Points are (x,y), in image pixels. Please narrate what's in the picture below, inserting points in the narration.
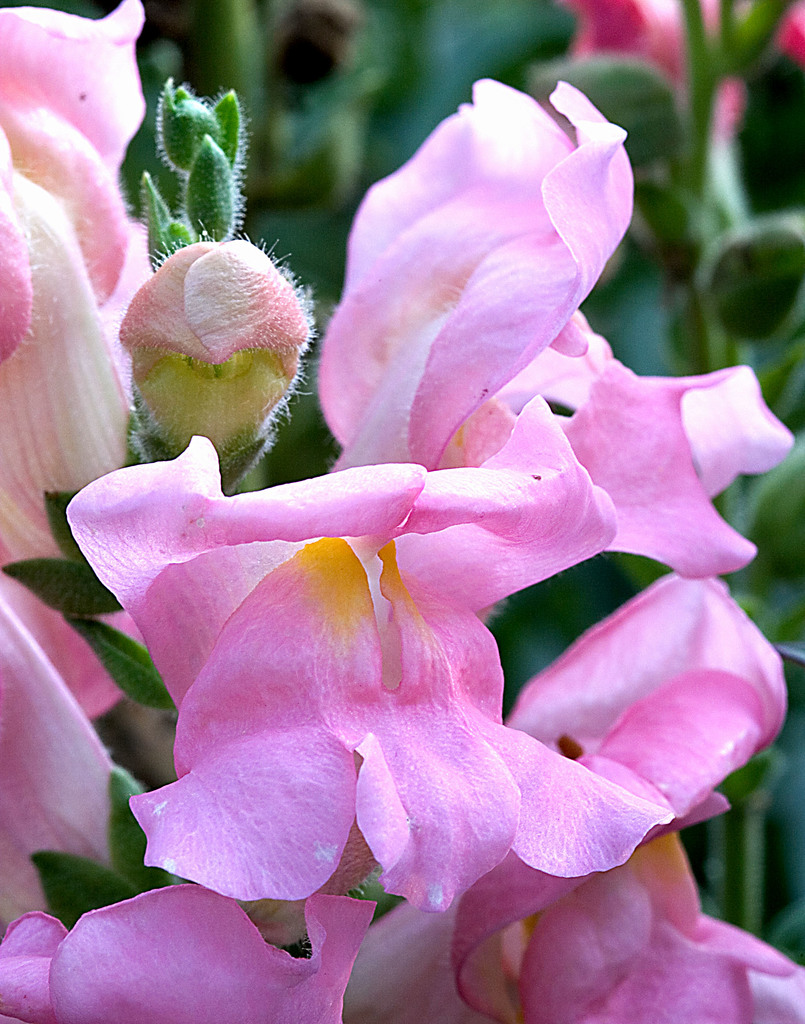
In this picture we can see flowers (119,490) and in the background (291,136) we can see leaves (518,56).
